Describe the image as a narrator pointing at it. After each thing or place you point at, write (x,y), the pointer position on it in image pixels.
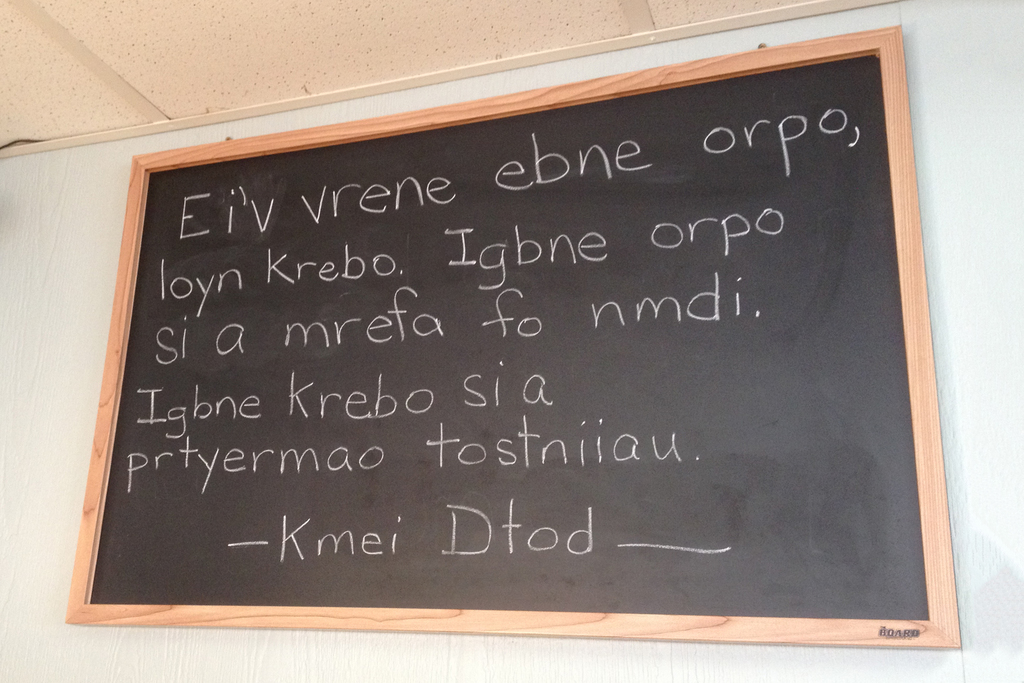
In this picture I can see blackboard (342,389) on the wall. I can see the texts (378,401).
